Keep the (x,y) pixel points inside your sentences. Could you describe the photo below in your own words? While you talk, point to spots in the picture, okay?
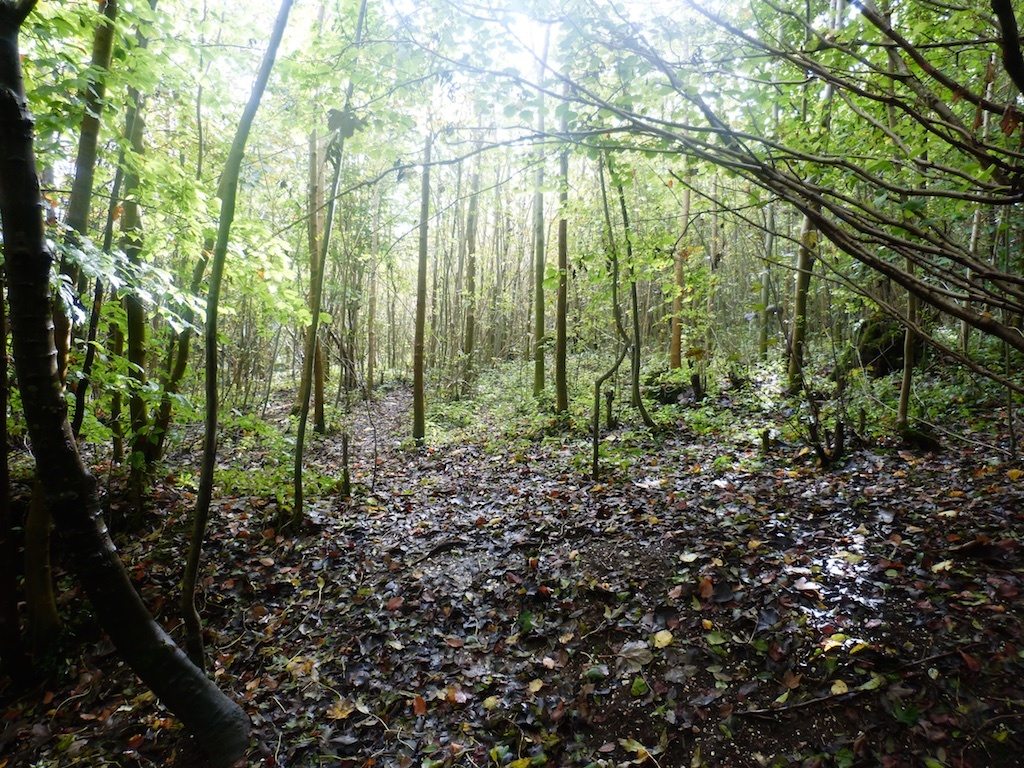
In this picture we can see leaves (485,513), sticks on the ground (457,537) and in the background (464,349) we can see trees (334,184).
